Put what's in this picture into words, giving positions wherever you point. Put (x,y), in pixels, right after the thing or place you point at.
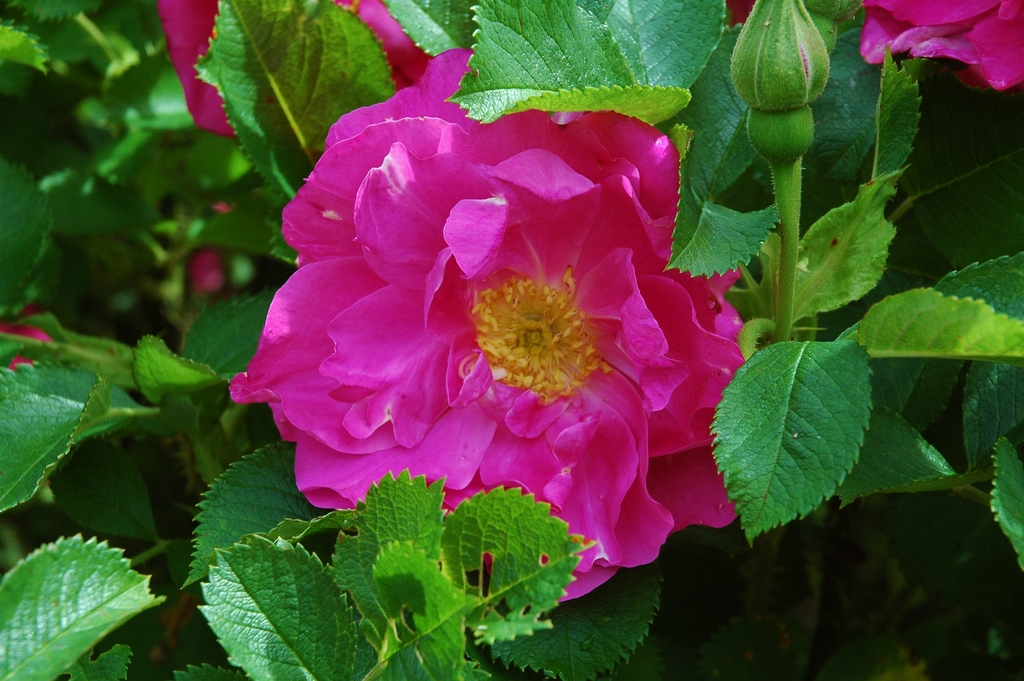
In this picture I can observe pink color flower (427,299). On the top right side (750,63) I can observe a flower bud (789,65). In the background (720,51) there are some plants (176,221).
